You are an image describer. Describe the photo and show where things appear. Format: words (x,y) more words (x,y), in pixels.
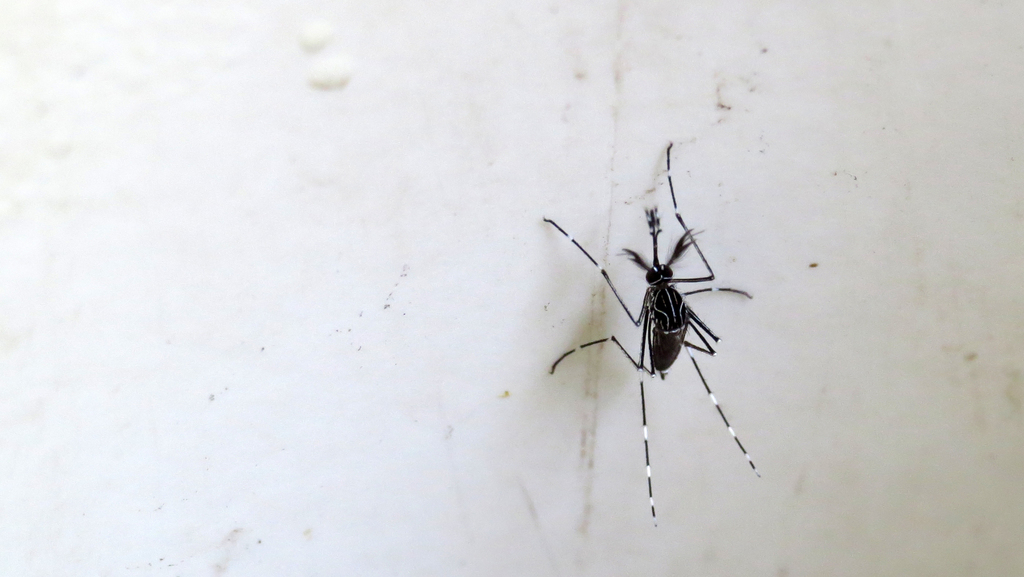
In the center of the image (675,320) there is a mosquito (662,325) on the wall (475,409).
